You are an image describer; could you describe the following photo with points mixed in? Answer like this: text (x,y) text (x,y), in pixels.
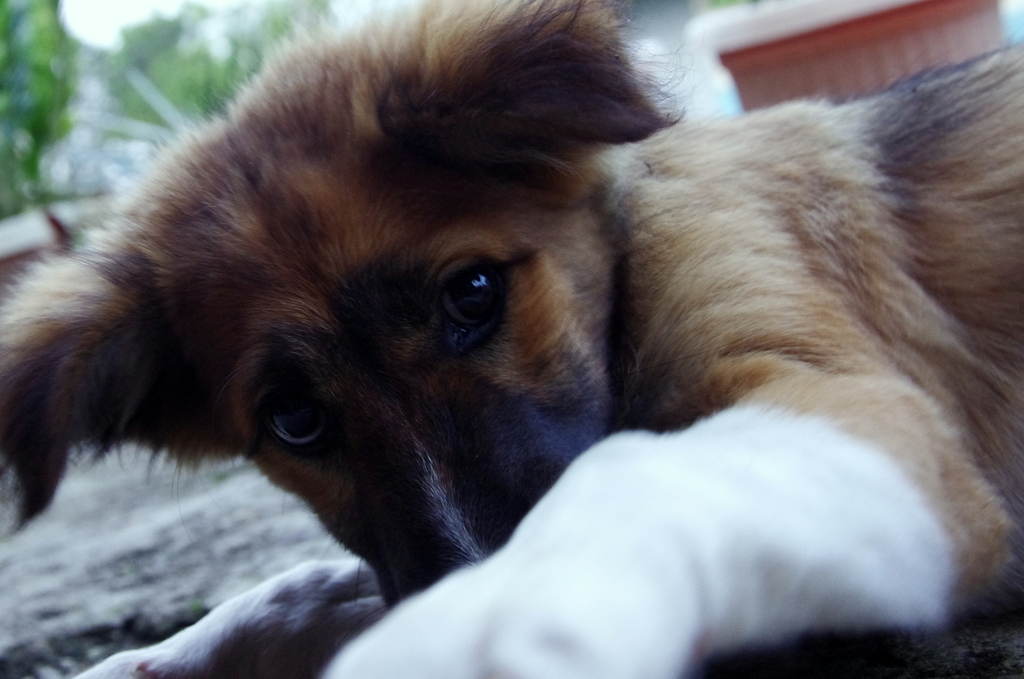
In this image I can see an animal (377,333) which is in brown, black and white color. In the background (153,128) I can see many trees (16,127) and the sky (93,2). But the background (81,12) is blurry.
